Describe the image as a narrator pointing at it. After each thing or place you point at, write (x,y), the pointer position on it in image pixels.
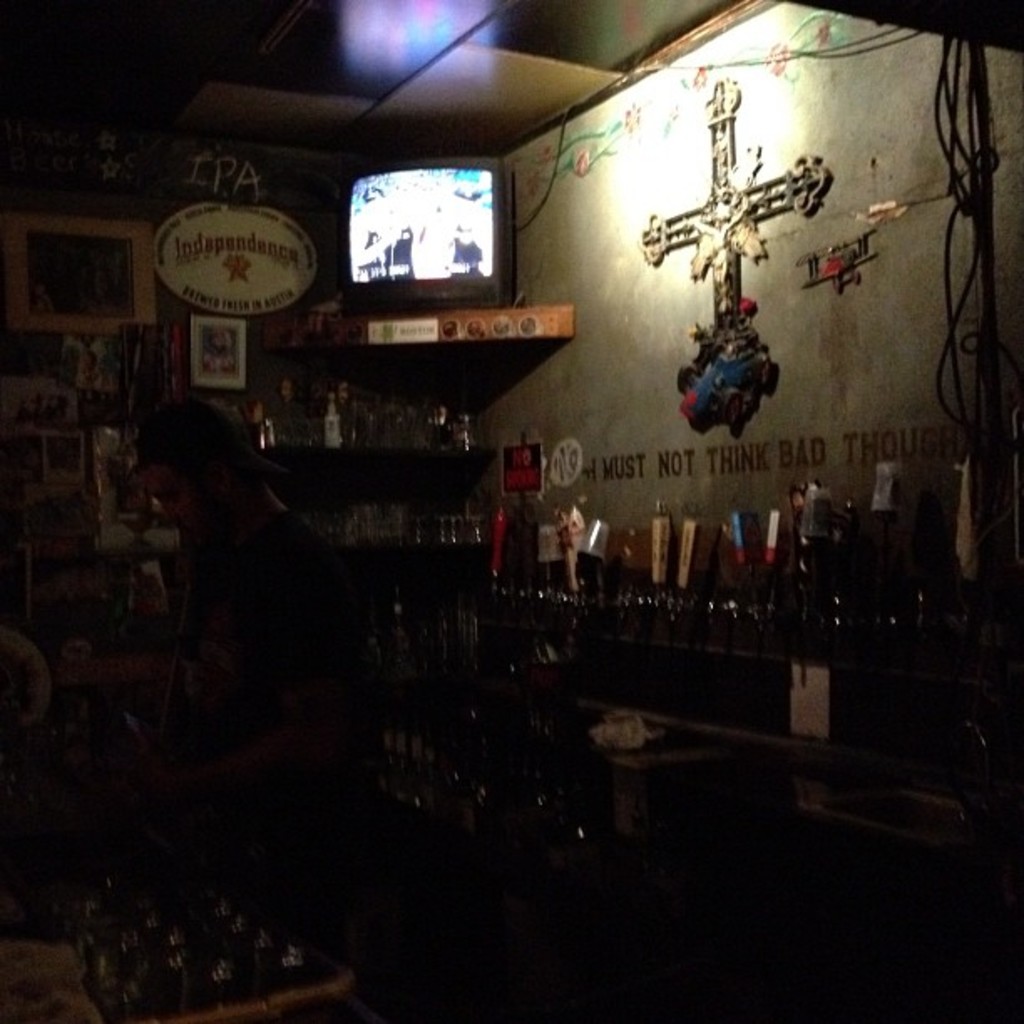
In this image I can see dark view and I can see a monitor (370,294) kept on the table (497,336) and the table (549,322) is attached to the wall (692,296).
